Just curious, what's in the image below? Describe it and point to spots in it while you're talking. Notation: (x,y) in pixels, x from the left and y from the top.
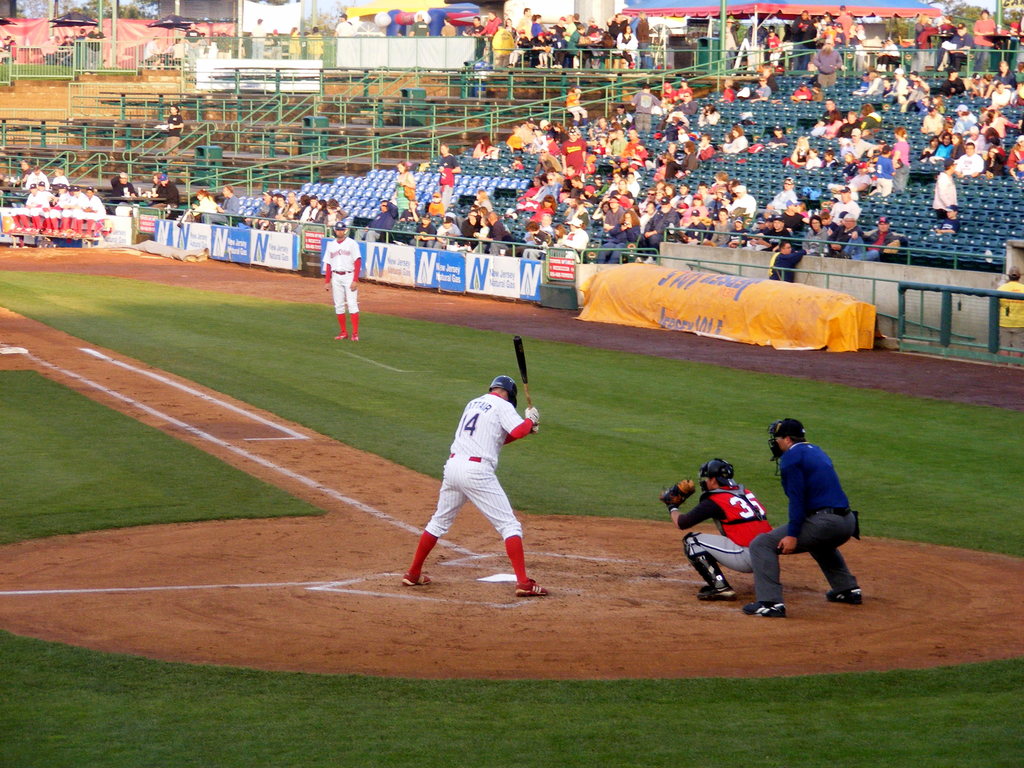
In this image people (501,418) are playing baseball on surface of the ground (606,431). Behind them there are two persons (692,523). At the right side of the image (731,234) people (896,158) are sitting on the chairs (792,170). At the background (782,9) there are tents (696,14) and buildings (208,7).
